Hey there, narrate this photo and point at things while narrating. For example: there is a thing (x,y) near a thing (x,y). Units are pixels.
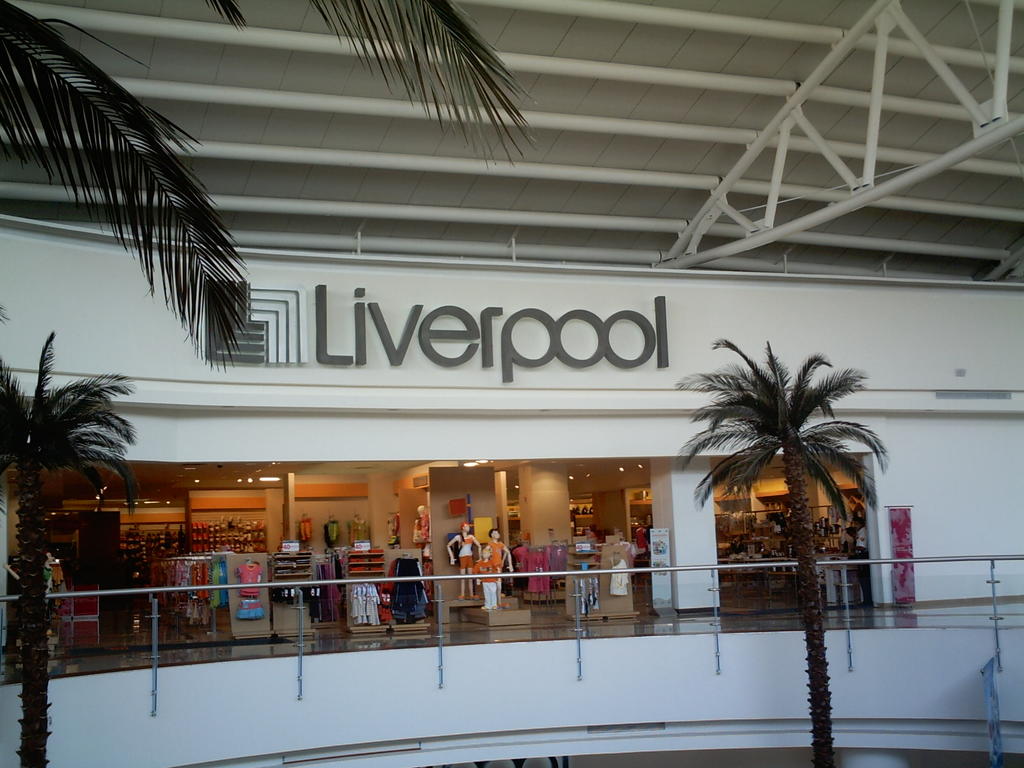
In this image, we can see a shop (733,326) and there is a white wall (551,401), we can see the name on the wall (731,306), we can see trees (498,114).
